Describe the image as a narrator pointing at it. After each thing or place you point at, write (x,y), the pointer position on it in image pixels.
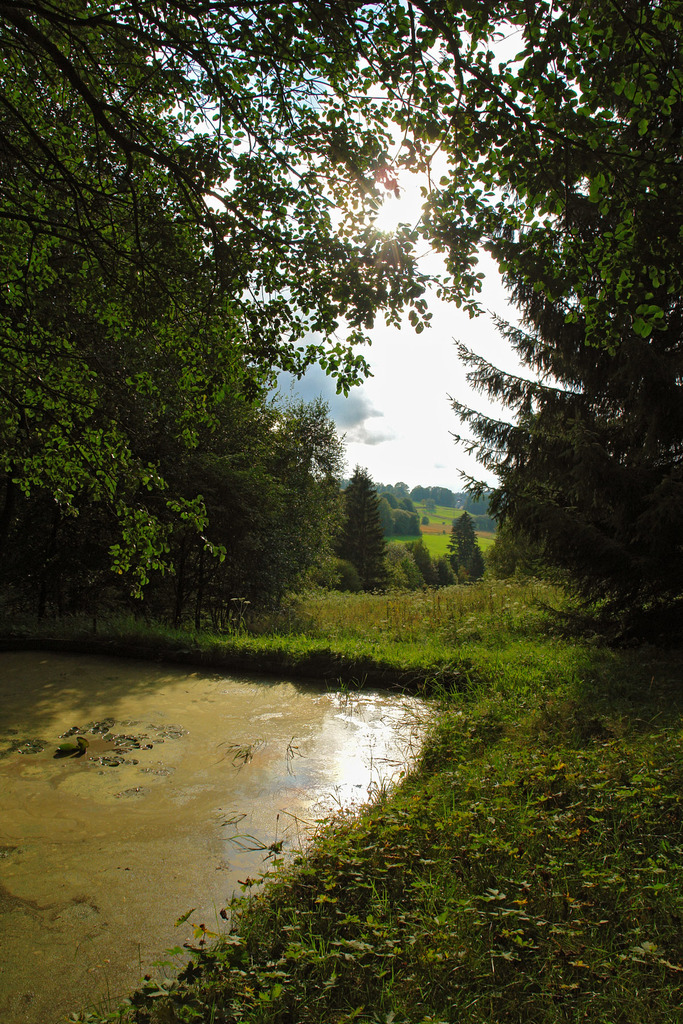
In this image I can see the water (299,798) in brown color, background (549,603) I can see trees (339,360) and plants (547,611) in green color and the sky (413,364) is in white and blue color.
